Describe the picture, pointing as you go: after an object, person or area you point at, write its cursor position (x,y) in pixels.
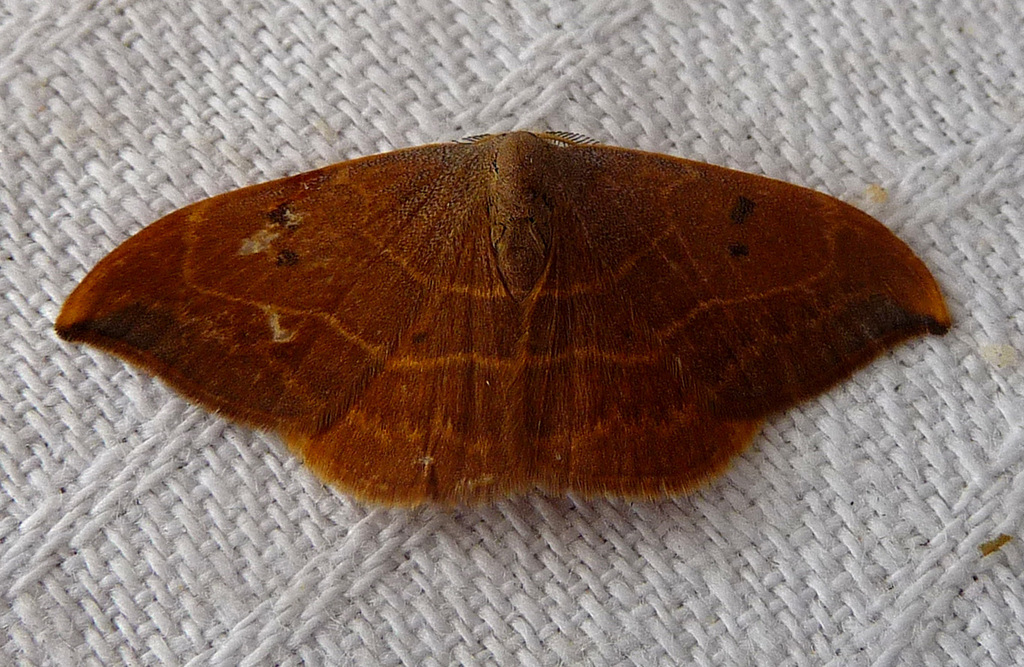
In this picture we can see a moth (498,318), at the bottom (625,596) there is a cloth (475,592).
